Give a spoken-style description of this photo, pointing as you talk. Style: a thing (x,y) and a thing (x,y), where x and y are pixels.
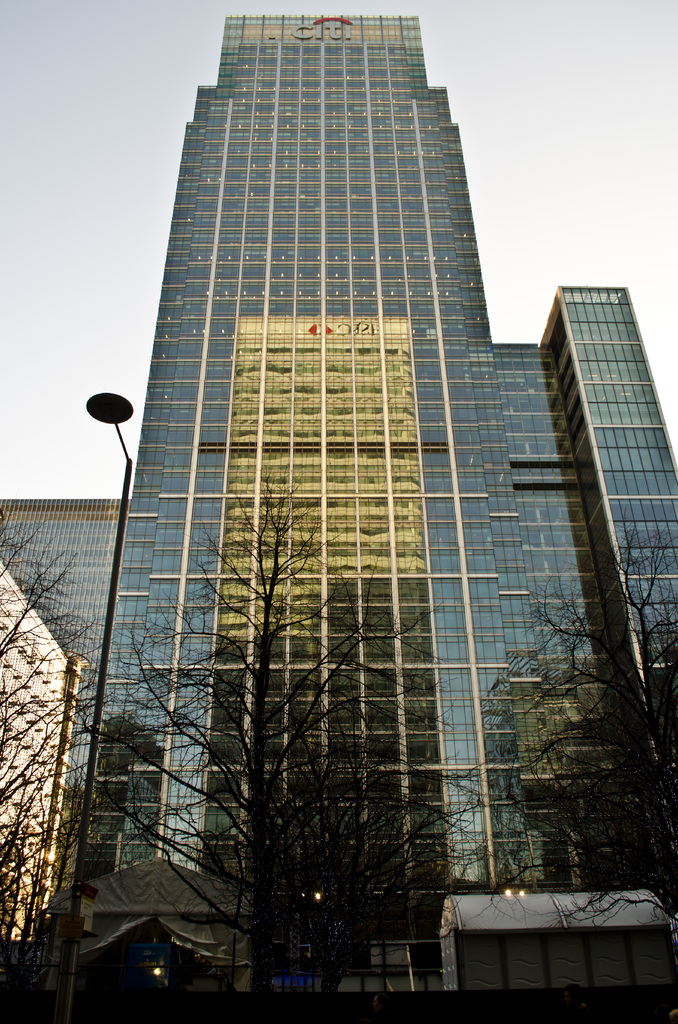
This image consists of a building (376,586). At the bottom (365,880), there are trees (368,823). On the left (83,819), we can see a pole (88,827). At the top (74,143), there is sky (74,143).
